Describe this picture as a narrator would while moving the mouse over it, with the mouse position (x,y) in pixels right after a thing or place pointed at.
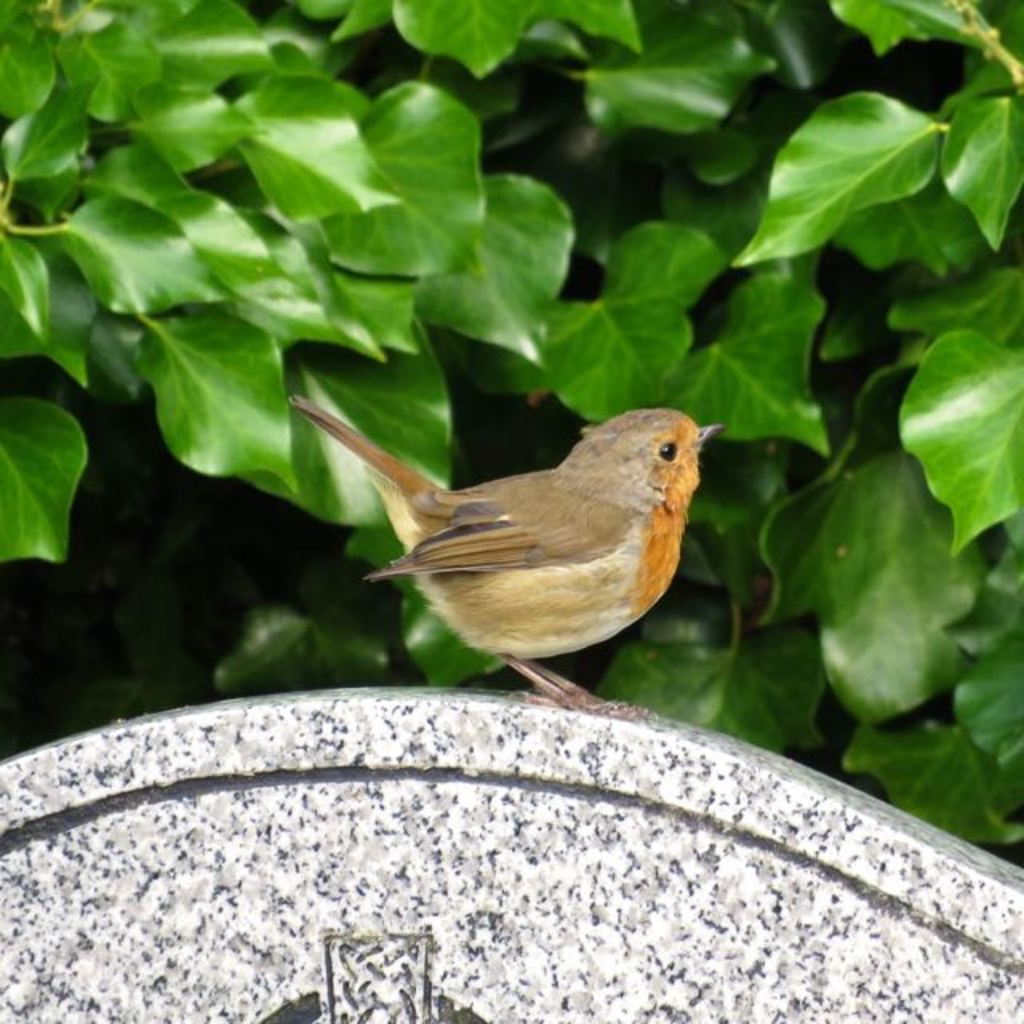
A bird (474,514) is present, behind that there are leaves (783,350).
